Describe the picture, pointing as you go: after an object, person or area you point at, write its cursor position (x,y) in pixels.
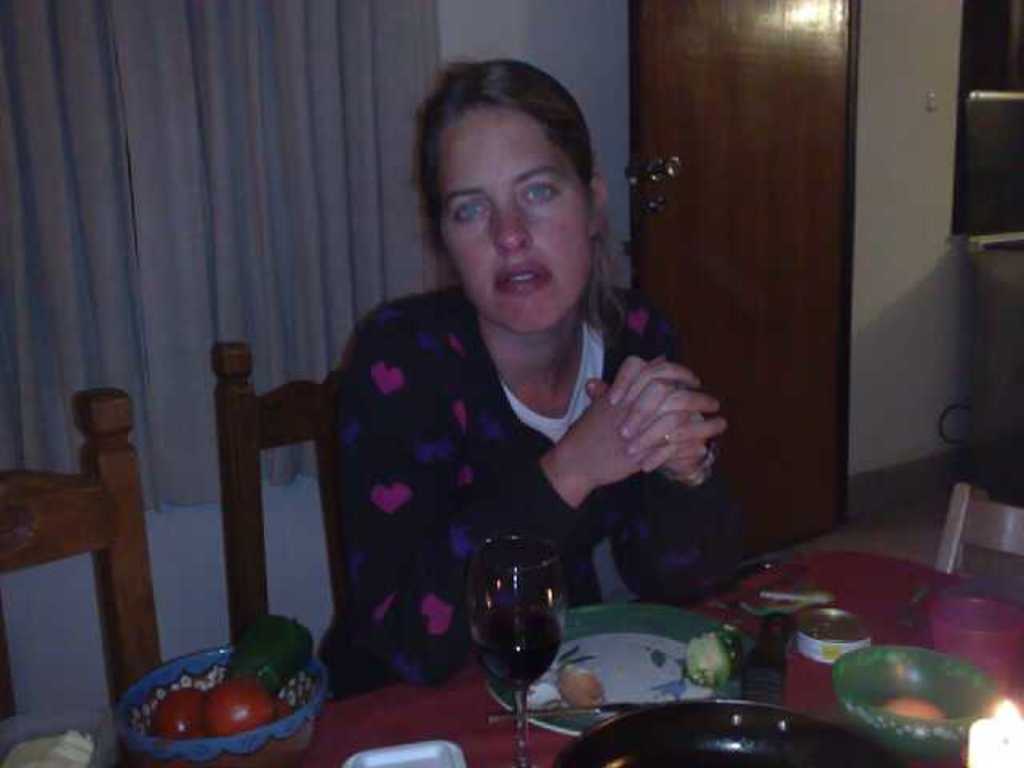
In this image I see a woman (642,311) who is sitting on this chair (332,479) and I see 2 more chairs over here and I see the table (313,737) on which there are food items (698,660) and I see the plate (602,652) over here and I see a glass (515,666). In the background (278,513) I see the curtains (229,31), wall (540,1) and I see the door (763,248) over here.
